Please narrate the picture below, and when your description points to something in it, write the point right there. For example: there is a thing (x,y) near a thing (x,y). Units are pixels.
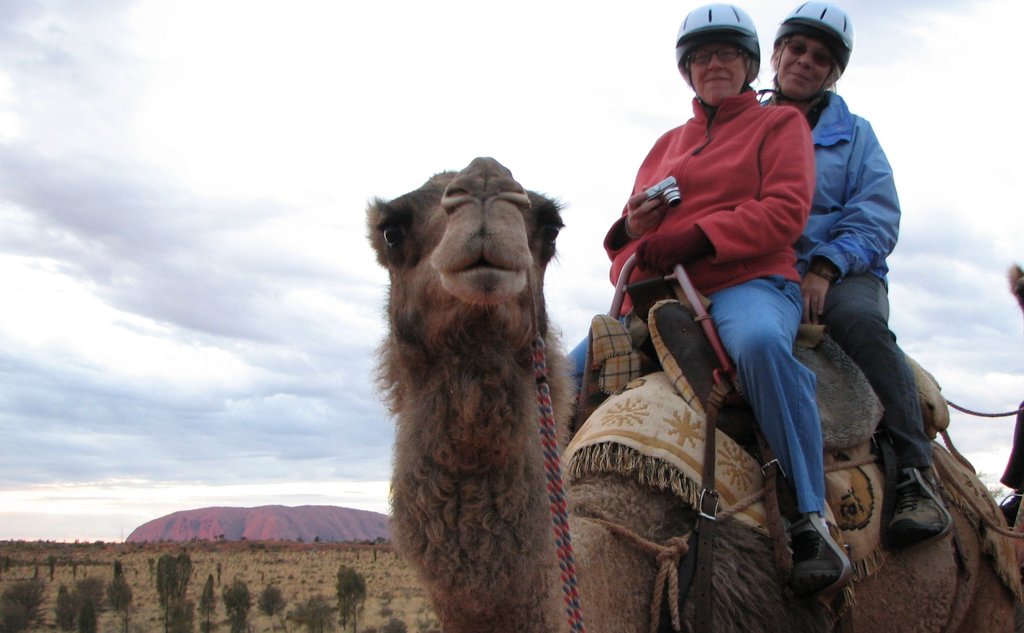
Two women (795,129) are sitting on the camel (658,534), this woman (725,214) wore a red color sweater (738,194) and this woman (837,182) wore a blue color sweater (846,197). At the top (212,180) it's a cloudy sky (241,277).
